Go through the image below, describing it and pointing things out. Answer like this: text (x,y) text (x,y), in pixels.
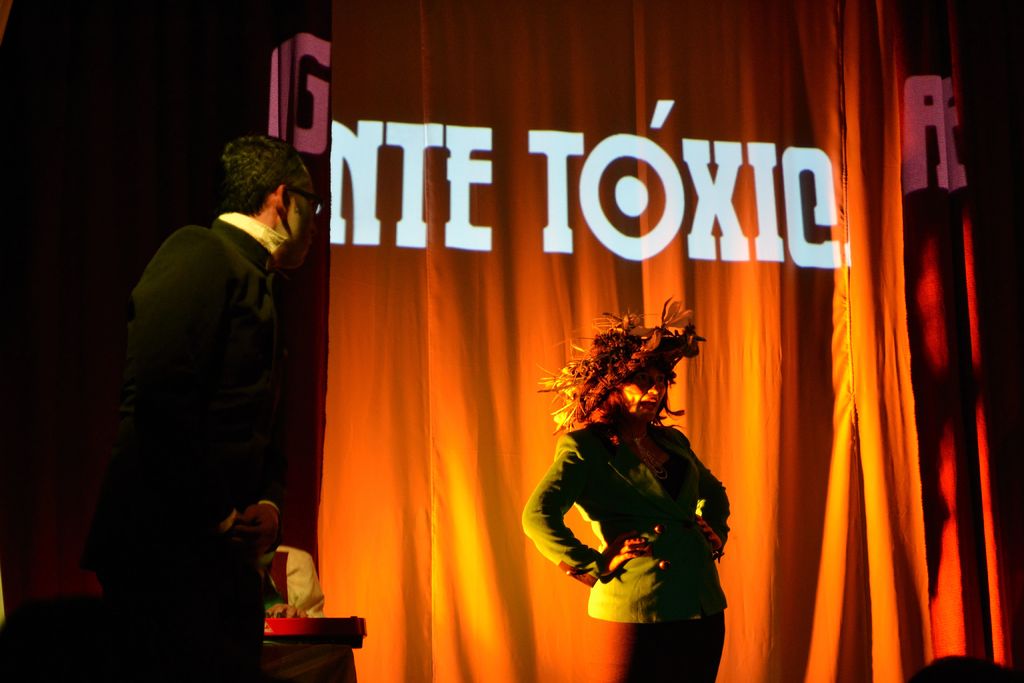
This picture shows a man (223,314) and a woman (618,419) standing on the dais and she wore a cap (683,357) on the head (652,373) and we see a cloth (307,269) on the back (843,279), Displaying text (756,160) on it.
